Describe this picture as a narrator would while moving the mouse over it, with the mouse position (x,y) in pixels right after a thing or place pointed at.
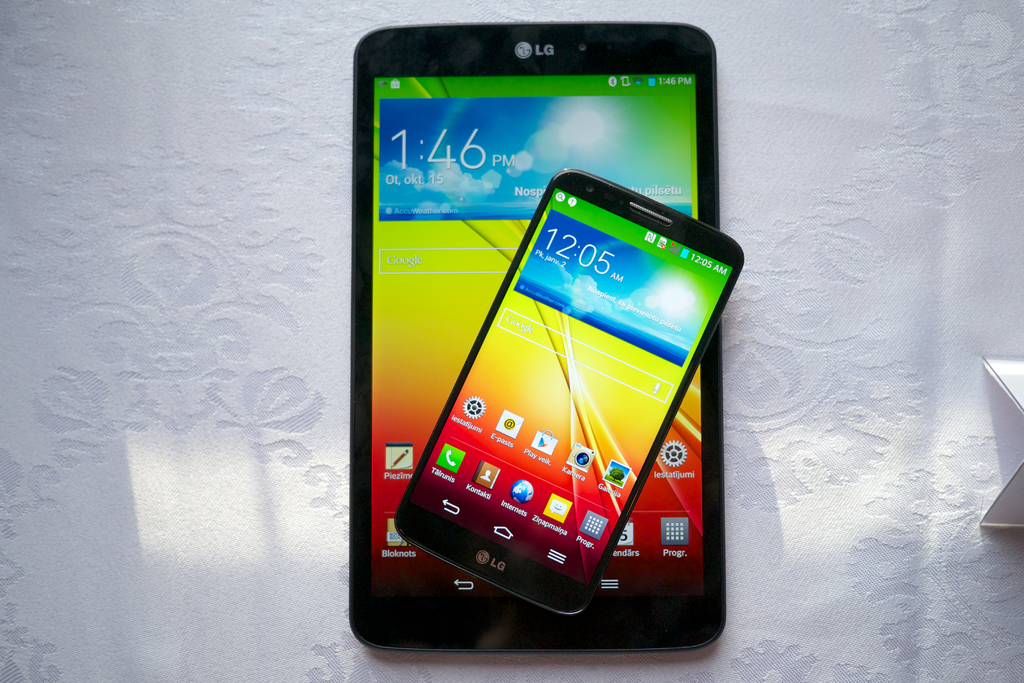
In this image I can see two mobiles (710,392) on the white color surface (829,337) and I can see few icons (480,466) in the mobiles (489,458).
